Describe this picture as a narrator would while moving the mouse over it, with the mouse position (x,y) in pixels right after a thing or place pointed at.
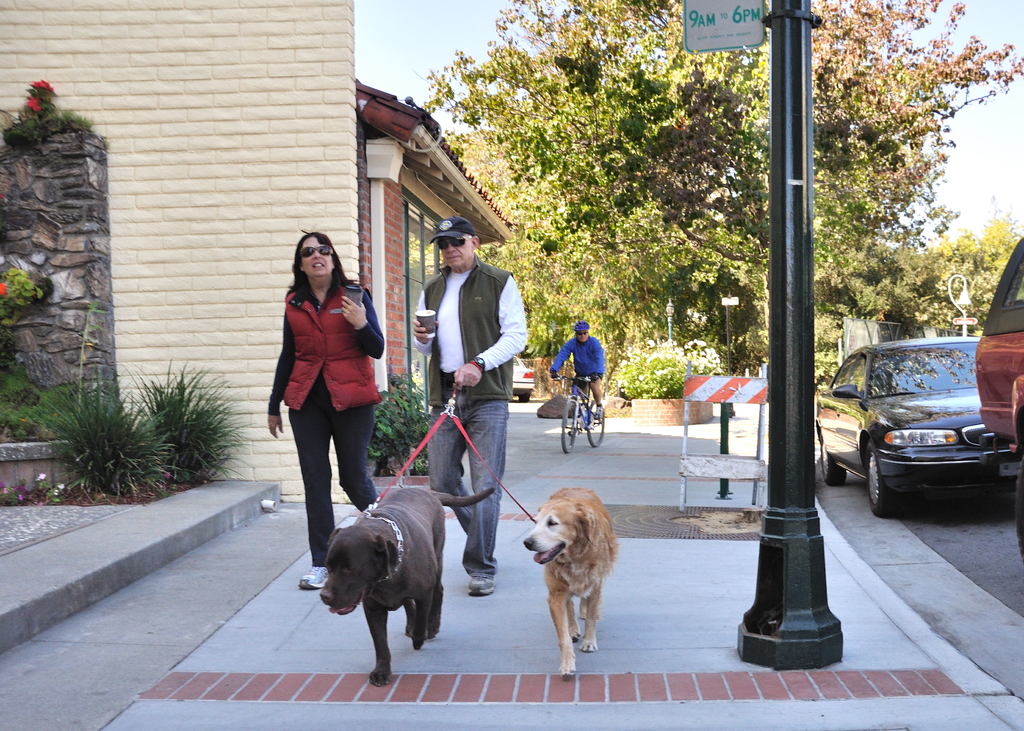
In the image we can see a man (430,343) and a woman (347,369) walking, they are wearing clothes (339,395), shoes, goggles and the man (493,288) is wearing a cap (450,237) and holding a glass (428,316) in hand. On the other hand (460,373) he is holding the ropes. We can see there are two dogs (419,561) and there are vehicles (877,445) on the road (850,484). Here we can see the barrier (719,475) and there is a person (586,355) riding on the bicycle (574,389). Here we can see the pole (799,129), house (339,189), grass (76,427), trees (634,195) and the sky (449,55).
